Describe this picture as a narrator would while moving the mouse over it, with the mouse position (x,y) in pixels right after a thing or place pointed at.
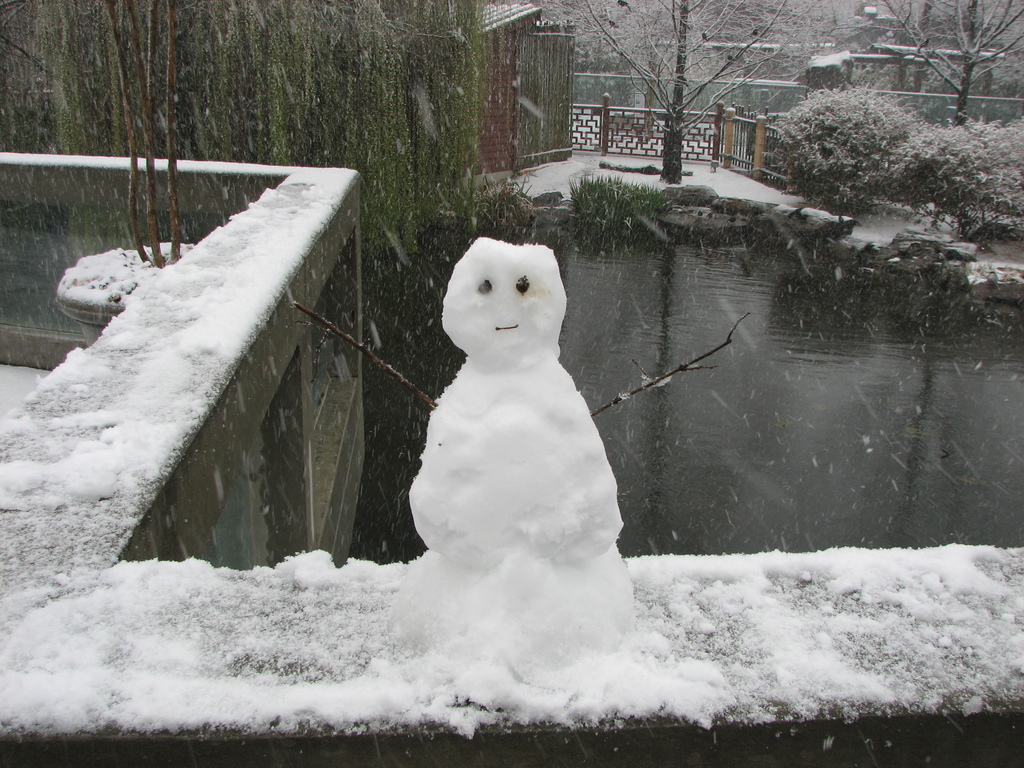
In this picture I can see a snowman (510,506), there is snow (841,657), fence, there is a house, there are rocks (844,229), trees (919,13) and there is water (945,418).
